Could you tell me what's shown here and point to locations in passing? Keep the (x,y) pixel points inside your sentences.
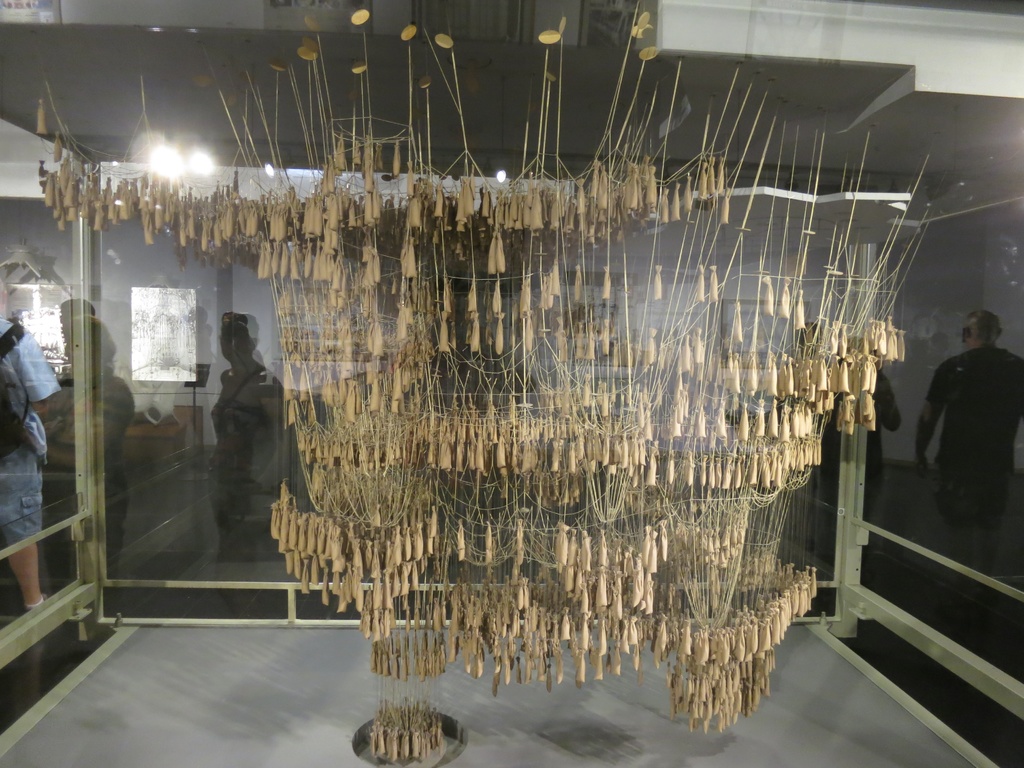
This picture is clicked inside. In the center (577,386) we can see there are some objects (655,509) which seems to be a chandelier (595,524) hanging on the roof (384,124) and we can see the lights (166,172) and group of persons (14,481) in the background (930,385).
